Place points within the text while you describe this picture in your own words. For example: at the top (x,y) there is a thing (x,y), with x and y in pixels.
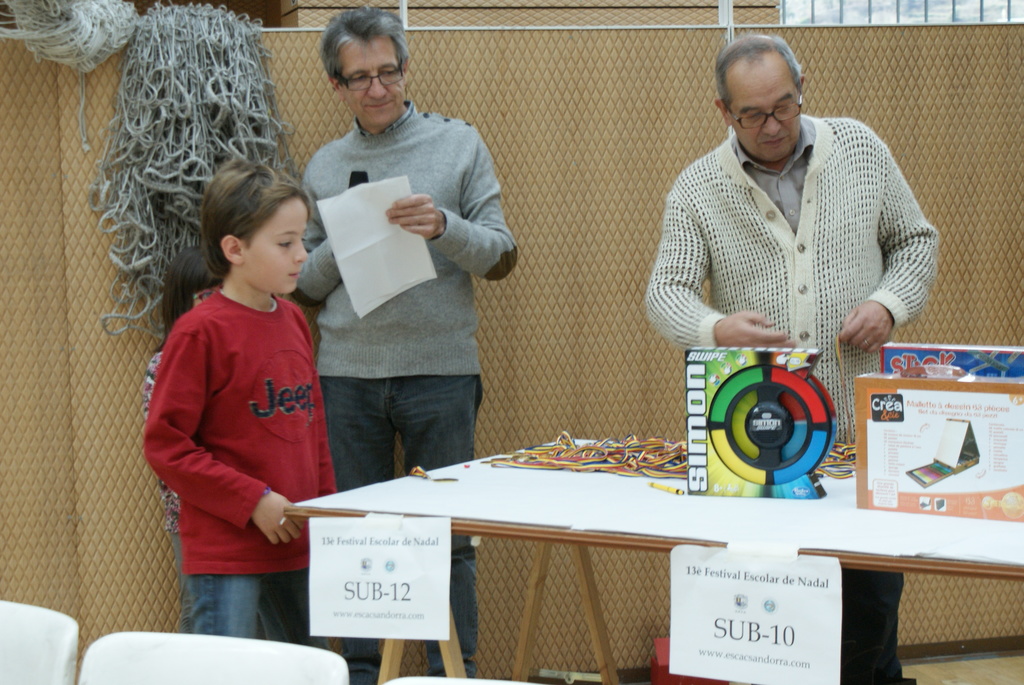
In this image I can see two men (328,387) and a boy (187,583) are standing. I can also see both the men (377,132) are wearing specs (391,73). Here on this table (659,442) I can see few boxes (765,363).
